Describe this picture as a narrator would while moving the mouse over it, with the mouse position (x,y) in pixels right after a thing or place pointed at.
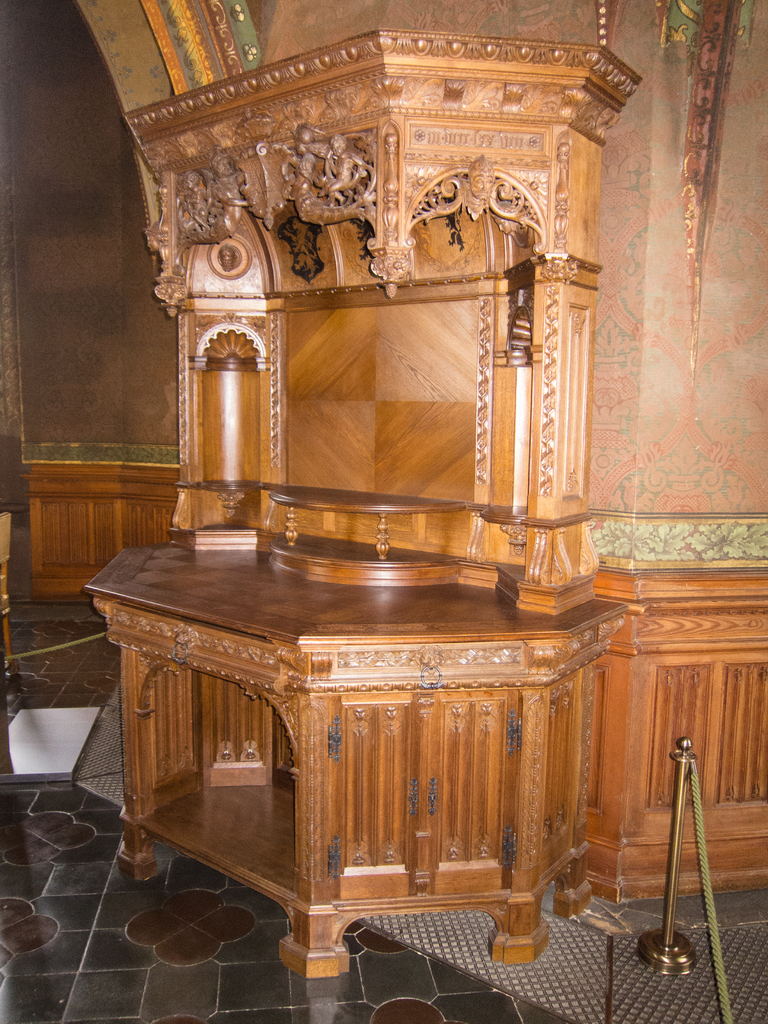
This is an inside view. Here I can see a table (376,449) with some carvings (301,172). In the background (658,251) there is a wall (666,319). At the bottom (130,938), I can see the floor (146,942). In the bottom right-hand corner (676,950) there is a metal stand (674,896).
